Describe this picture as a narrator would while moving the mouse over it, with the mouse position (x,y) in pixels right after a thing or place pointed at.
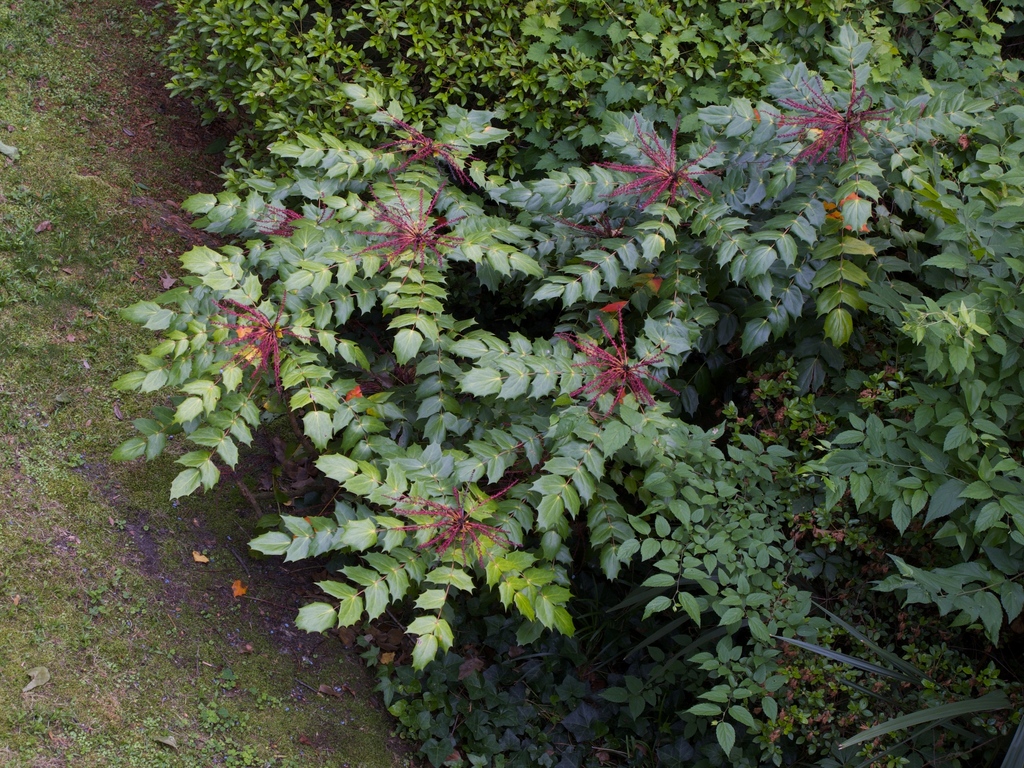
In this image I can see few green trees (593,186) and the grass (151,562).
